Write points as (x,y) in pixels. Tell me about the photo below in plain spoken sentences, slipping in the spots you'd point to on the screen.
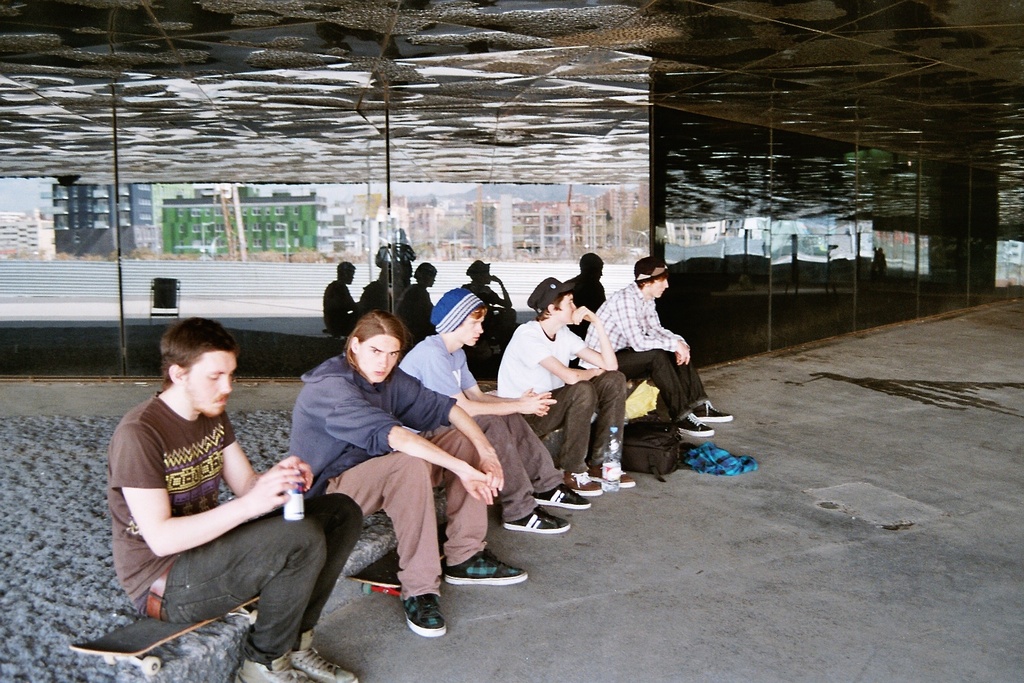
In the image I can see people (469,408) are sitting among them the person (289,529) on the left side (299,545) is holding some object (292,491) in hands (278,490). I can also see a bottle (604,456), bag (666,440), clothes (713,447), skateboards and some other objects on the ground (542,580). In the background (263,163) I can see framed glass wall (679,170), buildings (647,201) and some other objects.
